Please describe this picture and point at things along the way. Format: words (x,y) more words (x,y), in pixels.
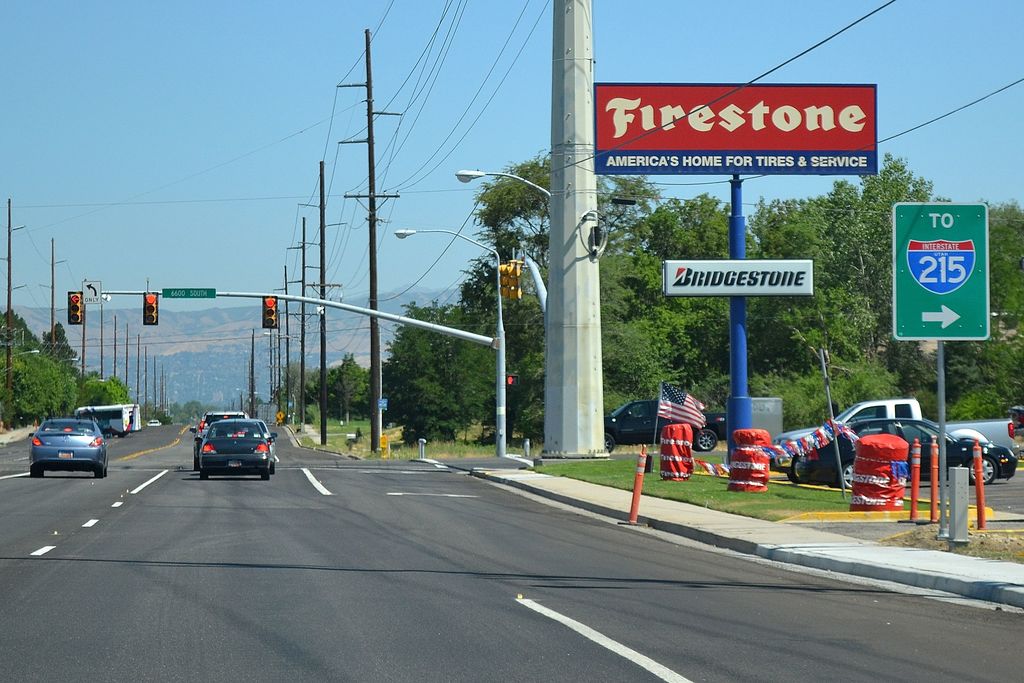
This image is clicked on the road (246,540). There are vehicles (214,426) moving on the road (168,443). There are electric poles (303,262), traffic signal poles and street light poles (499,389) on the walkway (627,494). To the right (893,423) there are cars (956,436) on the road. In front of the cars (792,469) there are drums (750,451), a flag (693,414), sign board poles (944,266) and grass (569,471) on the ground (695,479). In the background (658,285) there are trees (30,343) and mountains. At the top (260,123) there is the sky (234,124).
